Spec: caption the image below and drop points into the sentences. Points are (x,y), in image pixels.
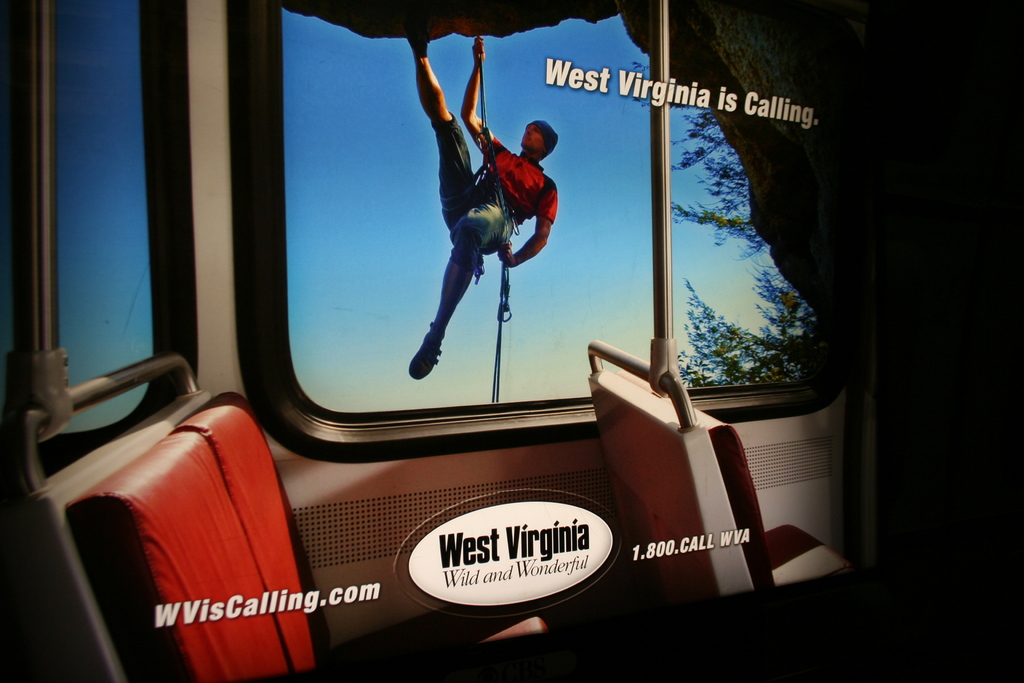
In this image I can see some seats (651,433) and in the middle (497,241) I can see a person (477,51) climbing a mountain (482,35) with the help of a rope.
